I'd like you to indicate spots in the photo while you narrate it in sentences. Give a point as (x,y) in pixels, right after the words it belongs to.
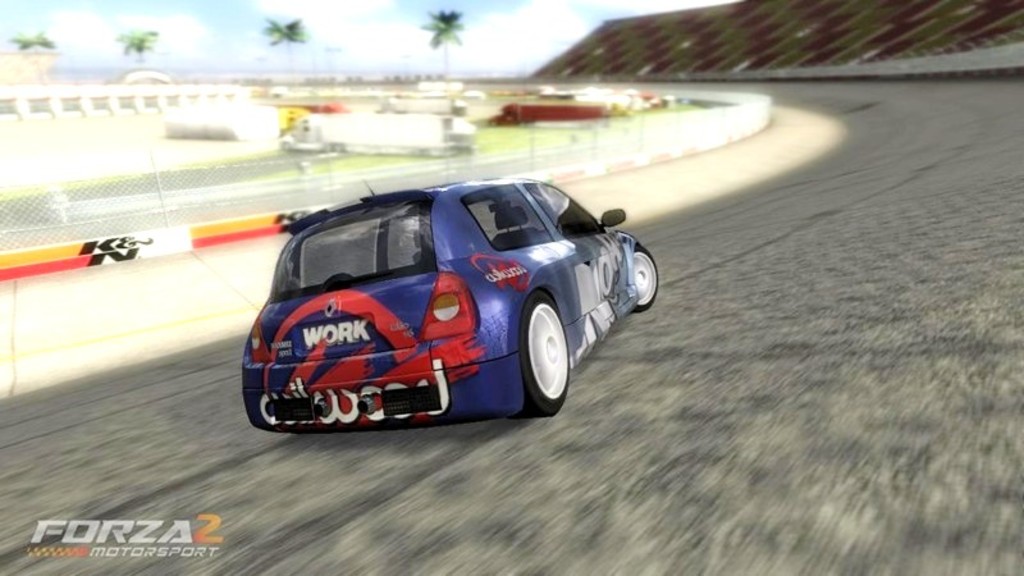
It is an edited image. In this image there is a car (472,329) on the road (698,413). On the left side of the image (209,206) there is a metal fence (189,200). There are few objects (458,101) on the surface (64,130). In the background of the image (559,4) there are trees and sky (521,10).
